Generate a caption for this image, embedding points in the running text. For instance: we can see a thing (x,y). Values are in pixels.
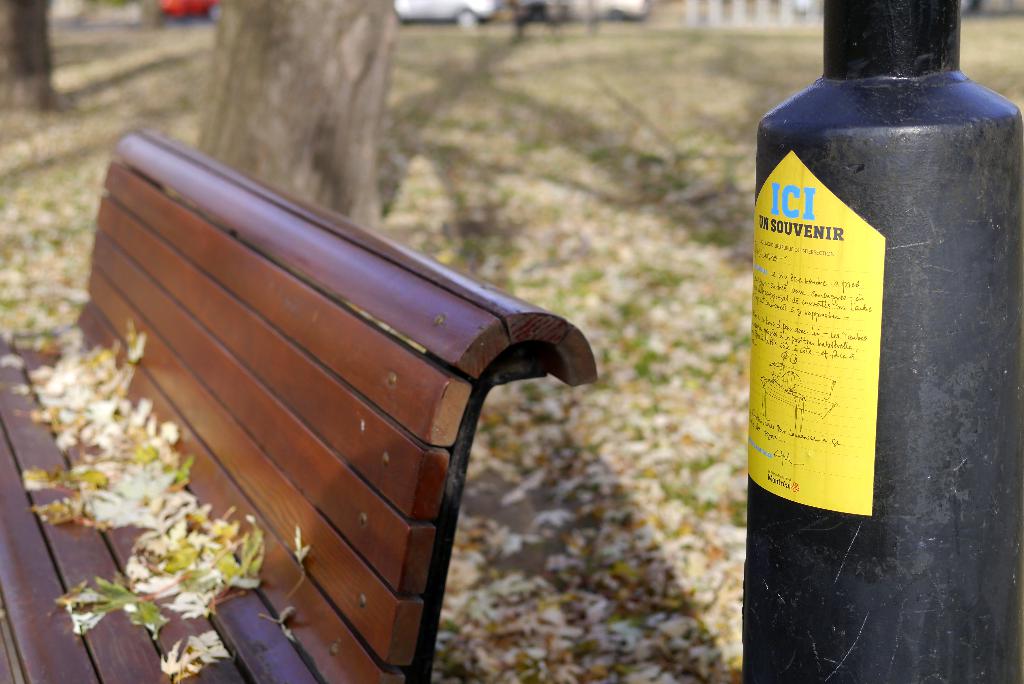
In this picture we can find a metal rod (911,280) beside to the bench (428,375), and we can find leaves (116,368) on the bench (184,347), in the background (246,11) we can see few trees (279,177) and vehicles (178,5).
